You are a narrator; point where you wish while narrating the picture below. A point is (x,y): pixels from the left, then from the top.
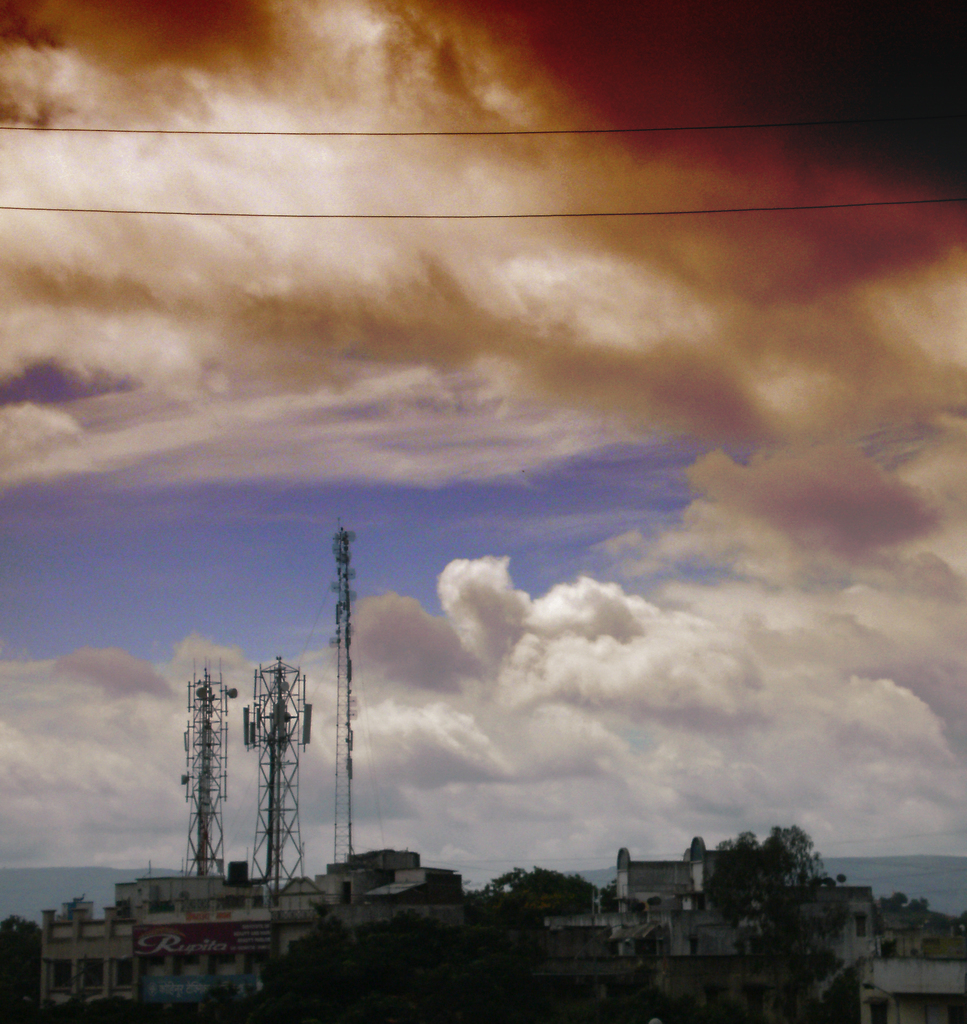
There are some trees (479,943) and buildings (236,910) are present at the bottom of this image (555,913). There are three towers (245,743) present on the left side of this image (283,782), and there is a cloudy sky (523,631) in the background (484,548).
